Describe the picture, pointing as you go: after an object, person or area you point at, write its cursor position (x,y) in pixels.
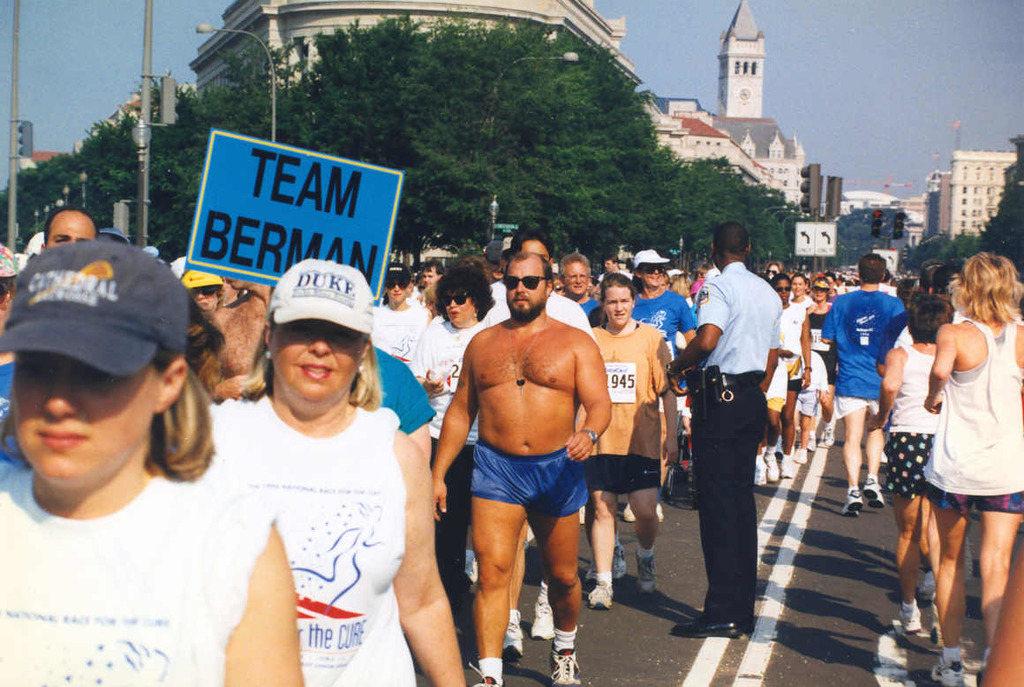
In this picture we can see some people (292,418) are walking, some people (525,359) are running and a person (721,580) is standing on the road (587,607). A person (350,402) is holding a board (225,262) and behind the people (450,425) there are poles (149,46) with boards (811,236), lights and traffic signals (828,206). Behind the poles (816,258) there are trees (454,188), buildings (419,28) and the sky (842,72).
